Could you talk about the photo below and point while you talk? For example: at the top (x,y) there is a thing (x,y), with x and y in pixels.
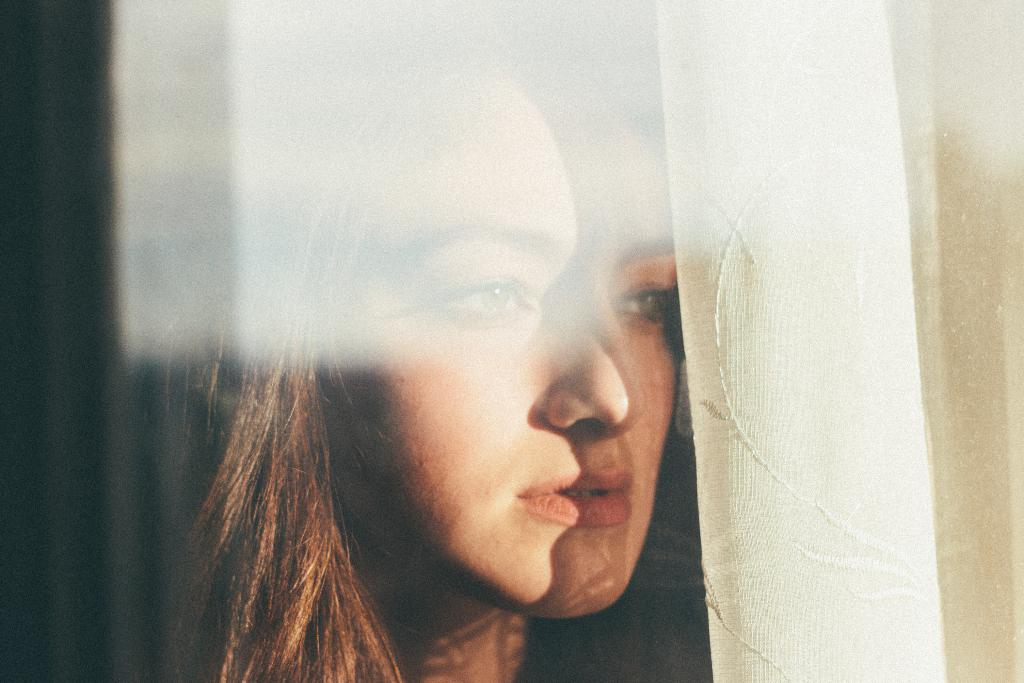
In this picture we can observe a woman (356,439). There is a white color curtain (763,312) on the right side (767,236). We can observe sunlight (480,195) on the face (396,378) of a woman (400,339). In front of a woman (407,332) there is a glass (153,457).
